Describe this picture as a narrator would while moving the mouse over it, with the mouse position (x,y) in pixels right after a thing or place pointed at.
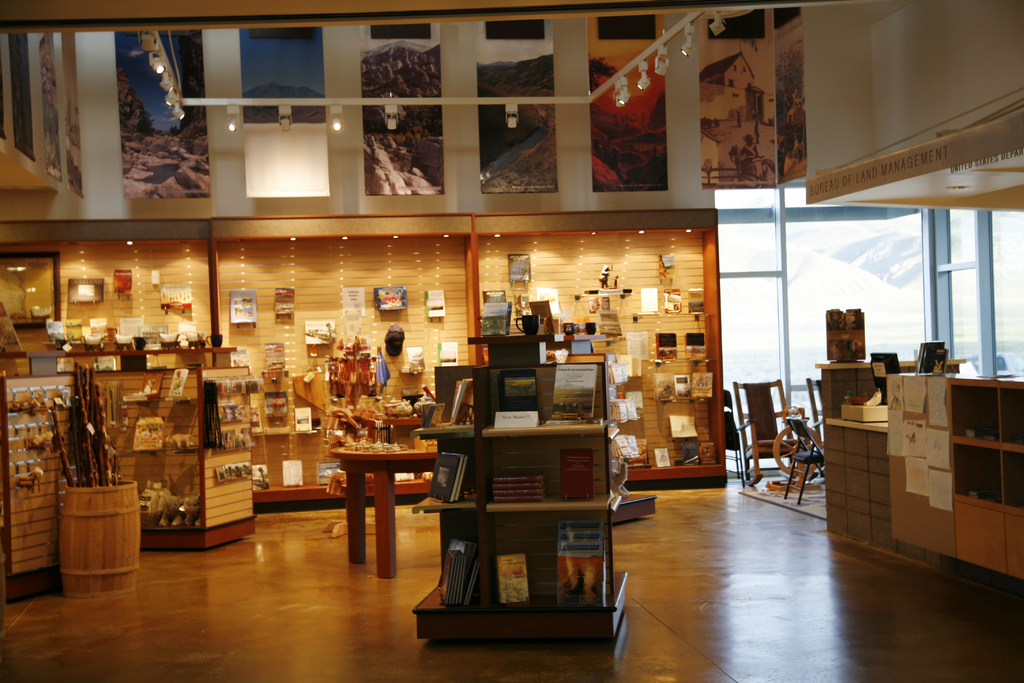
In this picture, There is a floor (706,632) which is in yellow color, In the middle (569,453) there is a table (530,589) in that there are some objects (511,489) kept, In the right side (892,476) there are some tables (917,514) which are in white and yellow color, In the left side (130,592) there are some yellow color objects (120,510), In the background (178,312) there is a yellow color and there are pictures (322,330) on the wall (304,329), In the top (146,161) there are some poster (322,108) and there are some light (685,51) which are in white color hanging on the roof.
